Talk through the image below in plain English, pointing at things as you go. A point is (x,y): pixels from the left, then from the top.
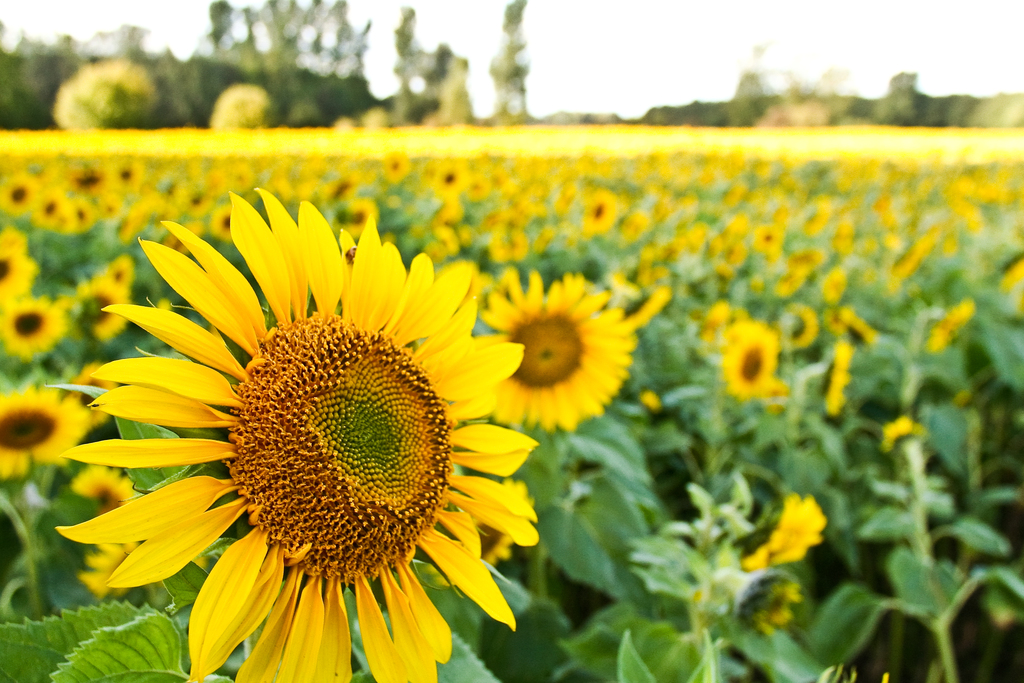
In this image we can see sunflower field (782,411). Background of the image (589,198) it is blur.
